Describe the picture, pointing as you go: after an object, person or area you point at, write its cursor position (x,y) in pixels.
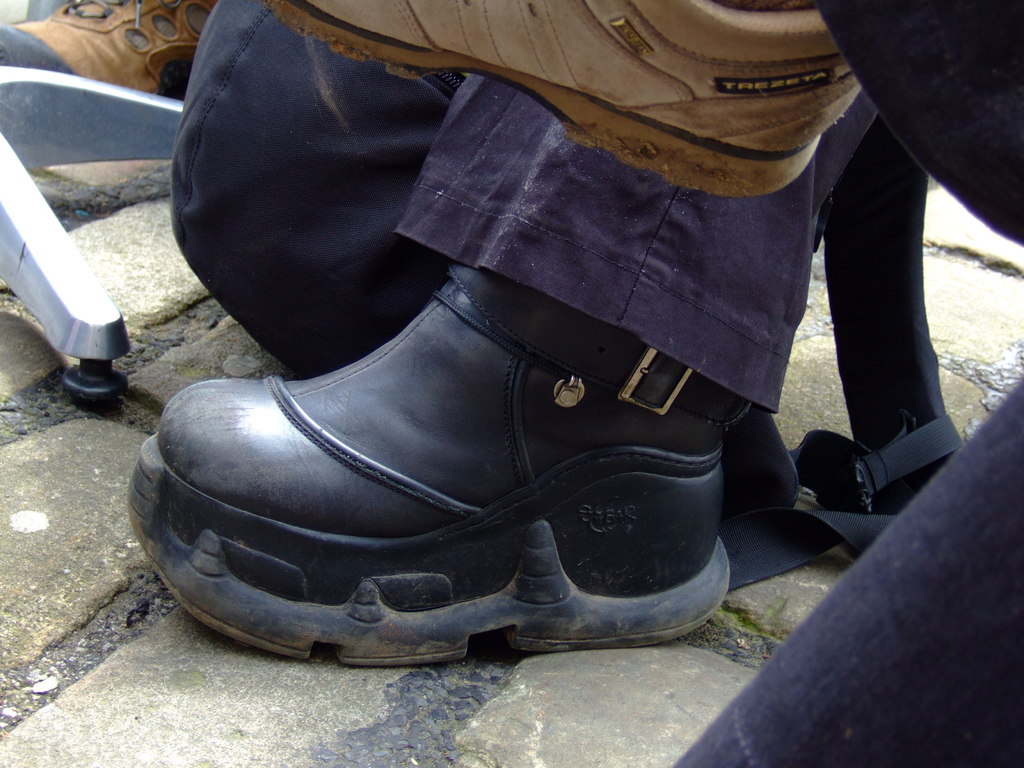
In this image, we can see some boots (763,57). We can see the ground (131,562) covered with some objects (300,275) like a bag (345,199).
